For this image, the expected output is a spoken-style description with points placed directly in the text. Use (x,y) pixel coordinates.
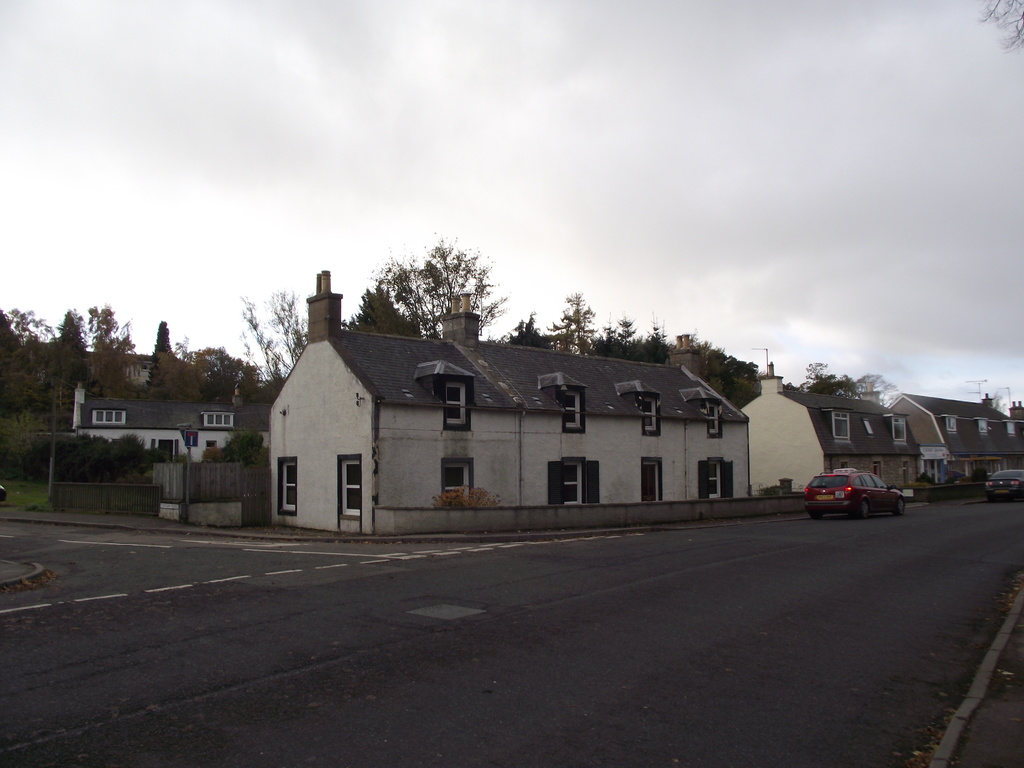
In this image we can see buildings (622,413), motor vehicles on the road (533,574), wooden fences (146,494), ground (24,486), trees (162,344) and sky (580,198) with clouds (708,198).
